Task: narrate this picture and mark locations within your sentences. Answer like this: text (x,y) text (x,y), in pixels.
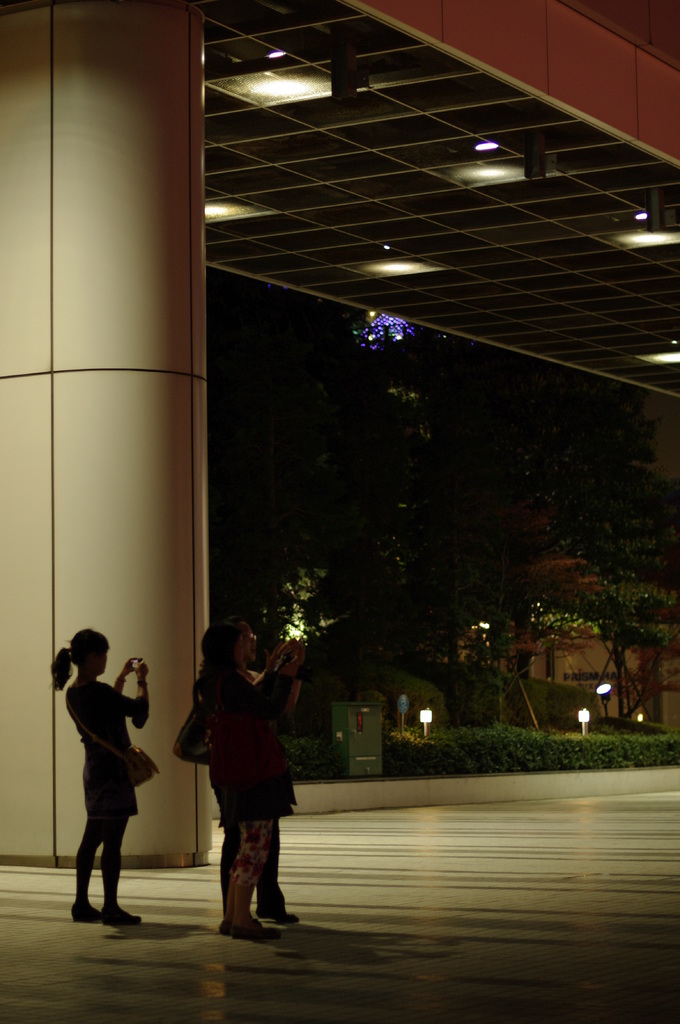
In this image there are some people (230,815) standing, and they are holding mobile phones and wearing bags (149,760). At the bottom (214,890) there is floor (360,890), and in the background (347,501) there are some buildings (611,677), lights (424,710), plants (313,765) and some box (339,720). On the left side of the image (72,310) there is a pillar (82,310). At the top (455,264) there might be a ceiling (376,223) and some lights (260,91).
